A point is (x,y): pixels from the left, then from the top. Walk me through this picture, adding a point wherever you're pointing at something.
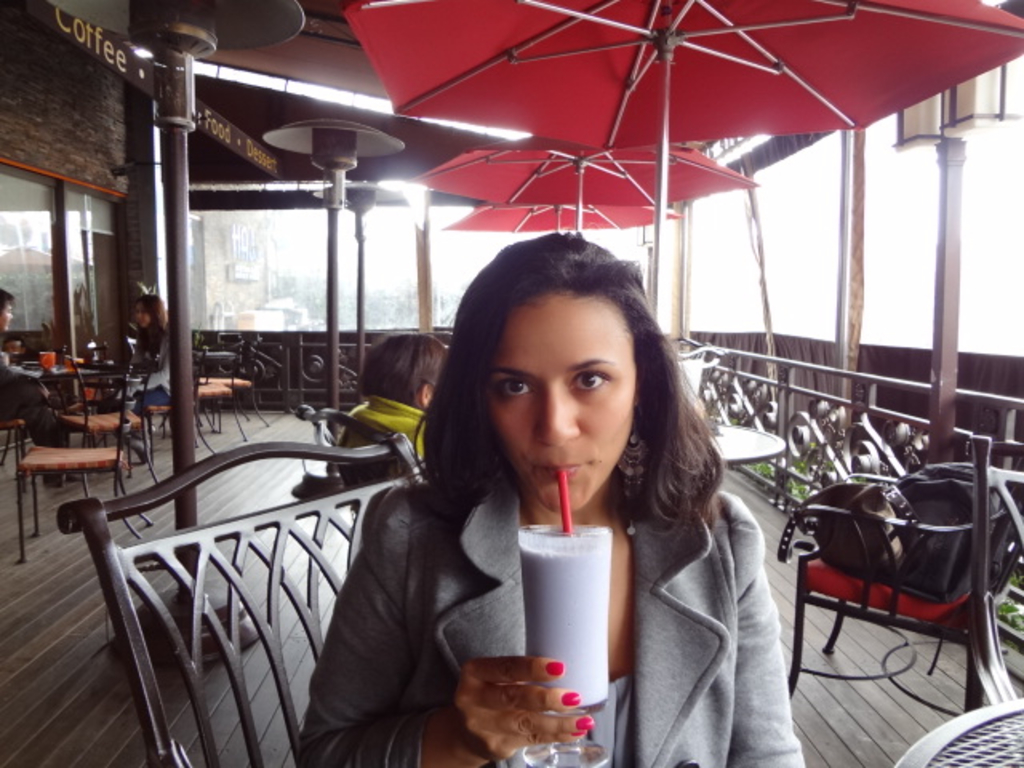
A woman (494,521) is sitting on the chair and drinking. Behind her there are tables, chairs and 3 persons (44,416) sitting on the chair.
